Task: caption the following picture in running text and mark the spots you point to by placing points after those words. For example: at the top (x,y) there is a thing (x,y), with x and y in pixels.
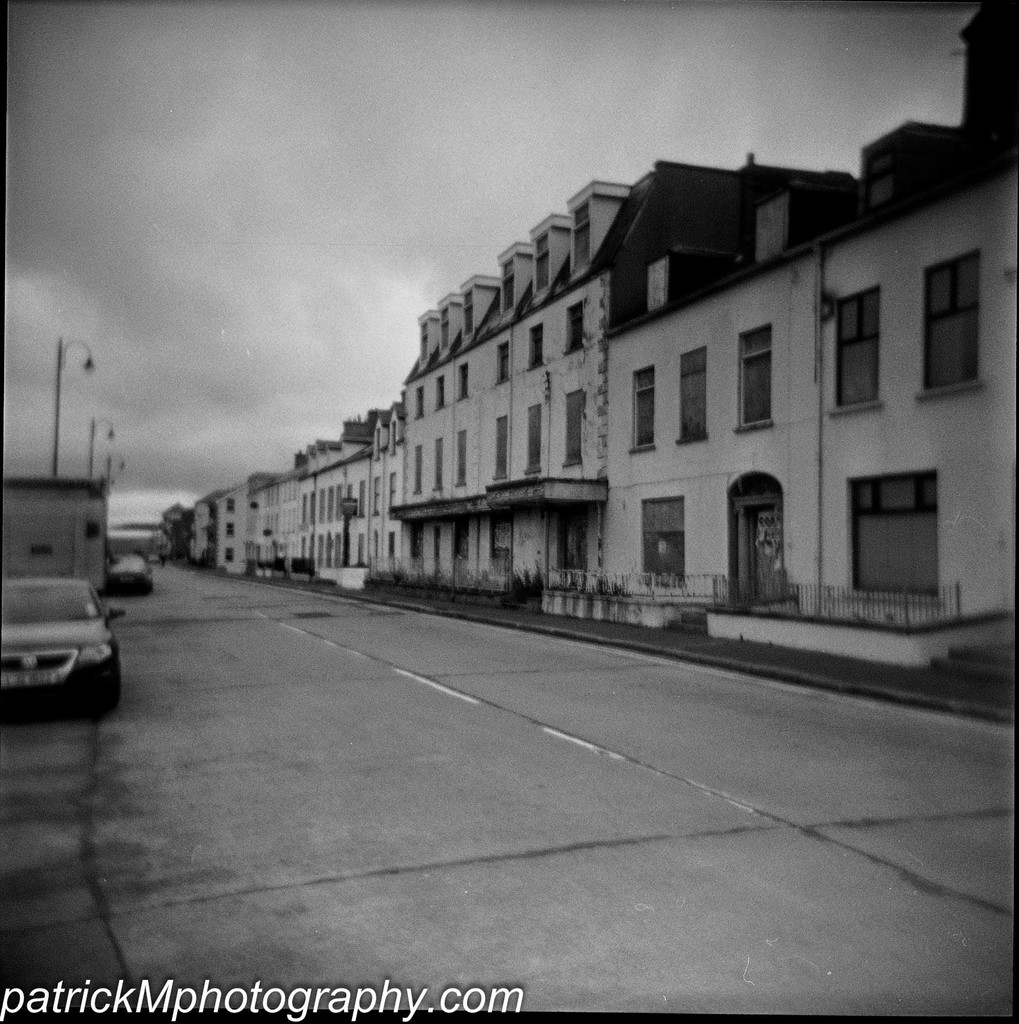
This is a black and white image. On the right side (695,589) there are some buildings (489,548), in front of the building (514,523) there is a road (195,777). On the road (248,959) there are some vehicles (129,573). In the background (141,505) there is a sky (430,148).
